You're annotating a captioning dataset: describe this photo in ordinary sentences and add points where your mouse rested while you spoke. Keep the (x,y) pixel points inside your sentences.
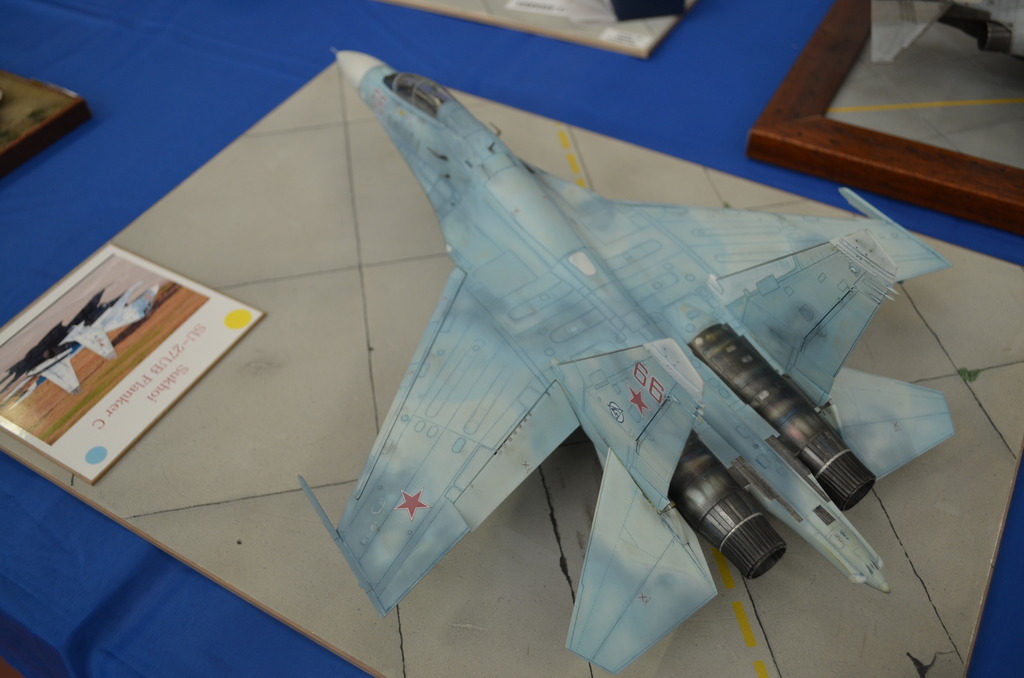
In this picture there are toy aircrafts (771,214) on the boards (278,277). There are four boards (4,84) on the table (136,175) and the table (136,139) is covered with blue color cloth (193,87).
